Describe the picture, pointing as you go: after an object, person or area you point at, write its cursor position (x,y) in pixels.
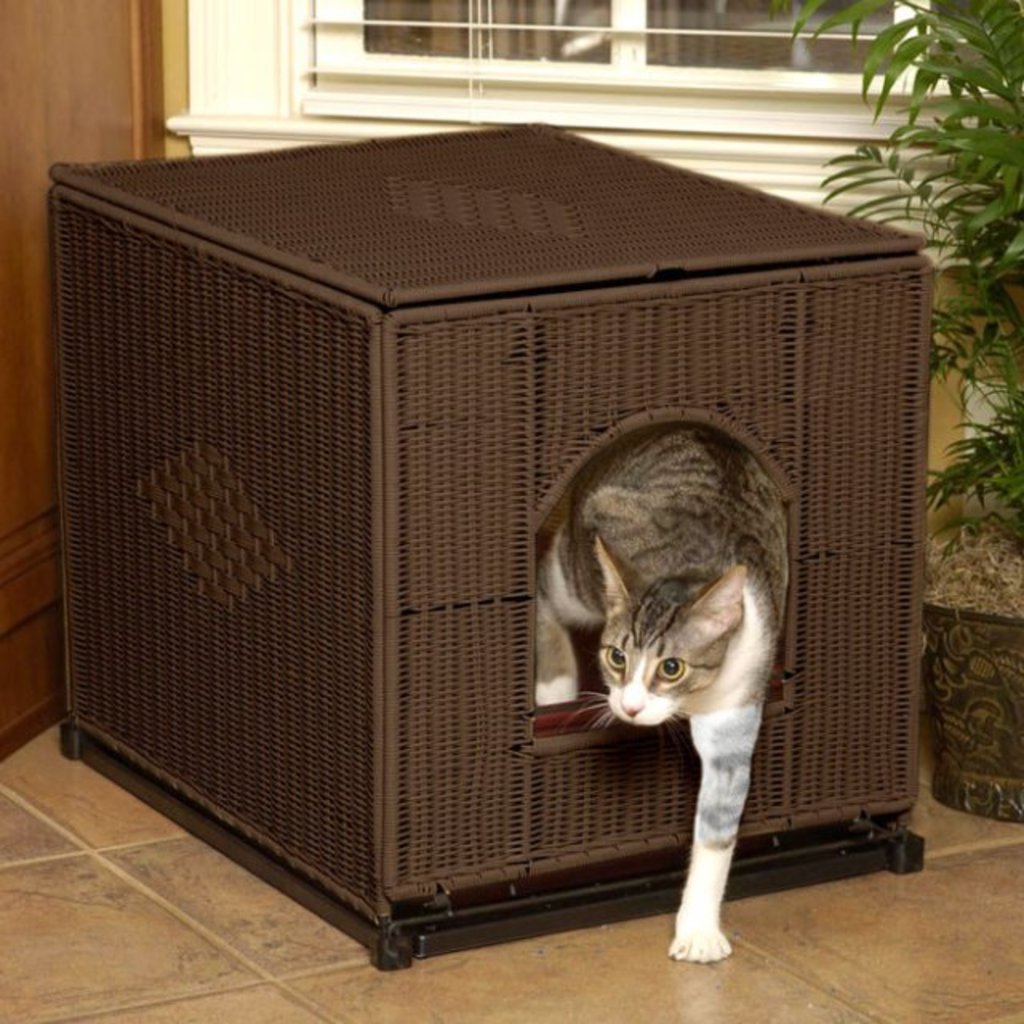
In this picture there is a cat (682,626) placed one of her leg (706,730) outside of a brown color object (732,877) and there is a plant (972,209) in the right corner (1013,309) and there is a window (520,36) in the background (581,24).
